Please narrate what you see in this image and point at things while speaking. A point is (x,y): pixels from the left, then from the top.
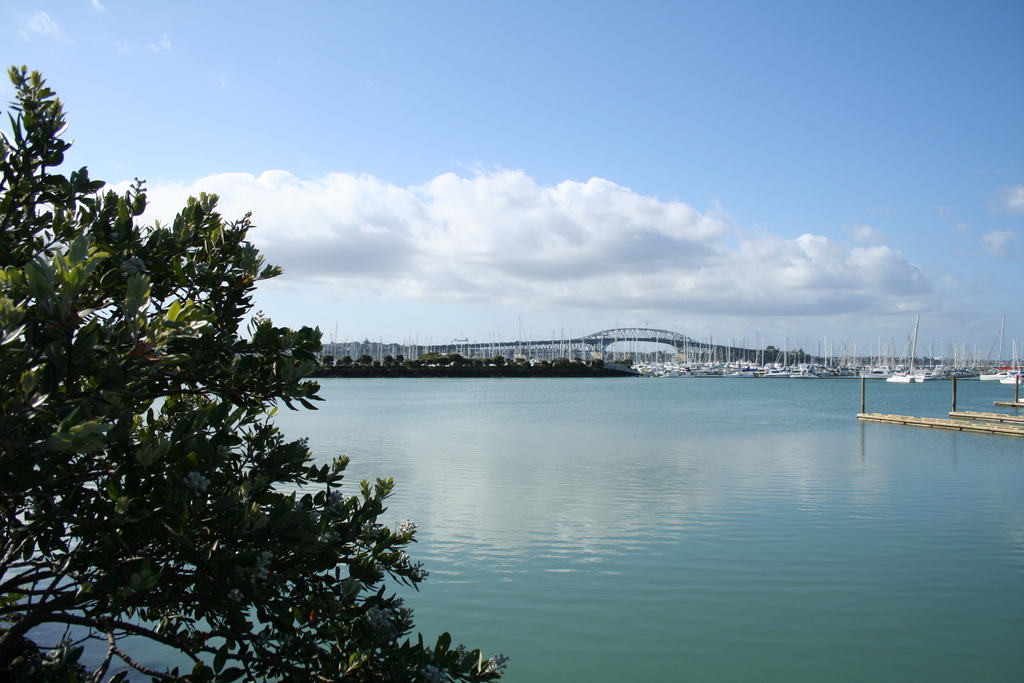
In this picture I can see boats (780,372) on the water (617,488), there are wooden piers (1013,416), there is a bridge (582,343), there are trees (15,370), and in the background (484,137) there is the sky (485,158).
